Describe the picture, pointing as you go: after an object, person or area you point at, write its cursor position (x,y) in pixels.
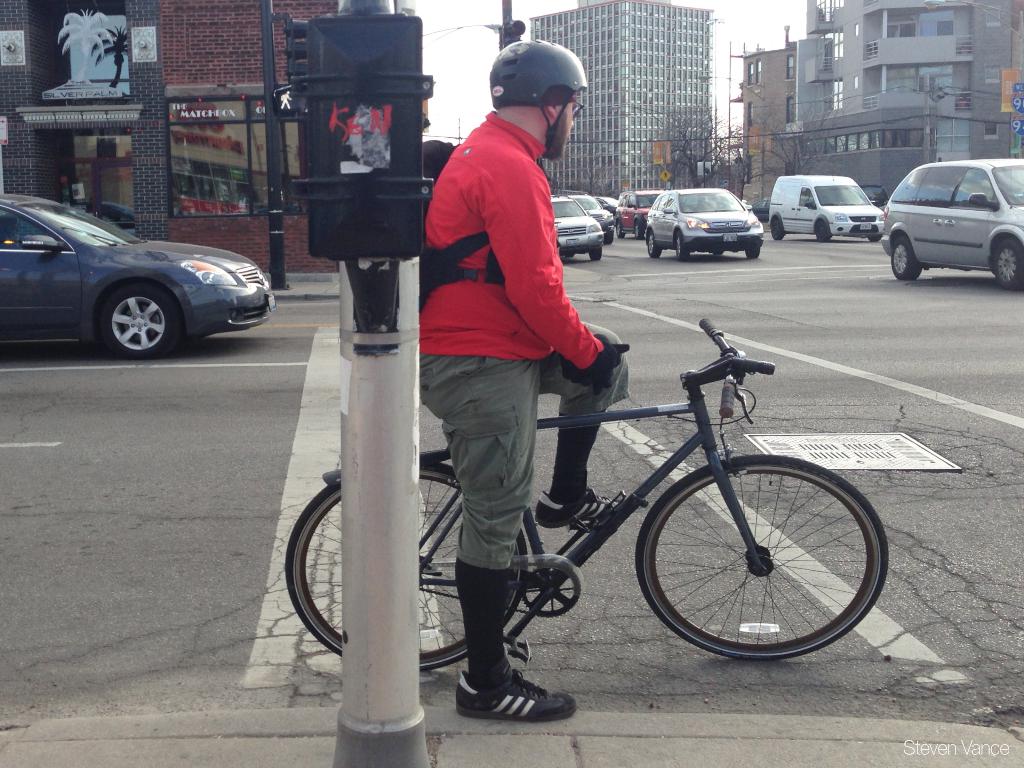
There is a person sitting on a bicycle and he is in the center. Here we can see few cars (940,235) on the right side (832,237). There is a car (18,334) on the left (13,236). In the background (860,94) we can see buildings (788,100).
